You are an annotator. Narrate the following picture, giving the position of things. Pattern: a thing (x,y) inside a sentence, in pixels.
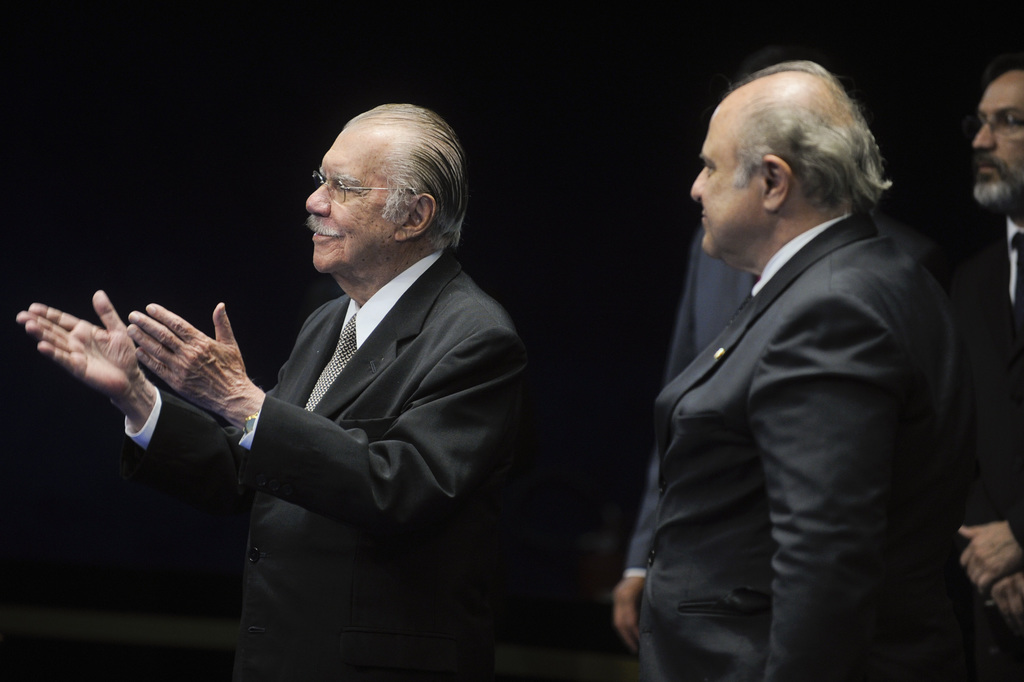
In this image we can see group of persons (725,341) wearing coats (409,527) and standing on the floor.
